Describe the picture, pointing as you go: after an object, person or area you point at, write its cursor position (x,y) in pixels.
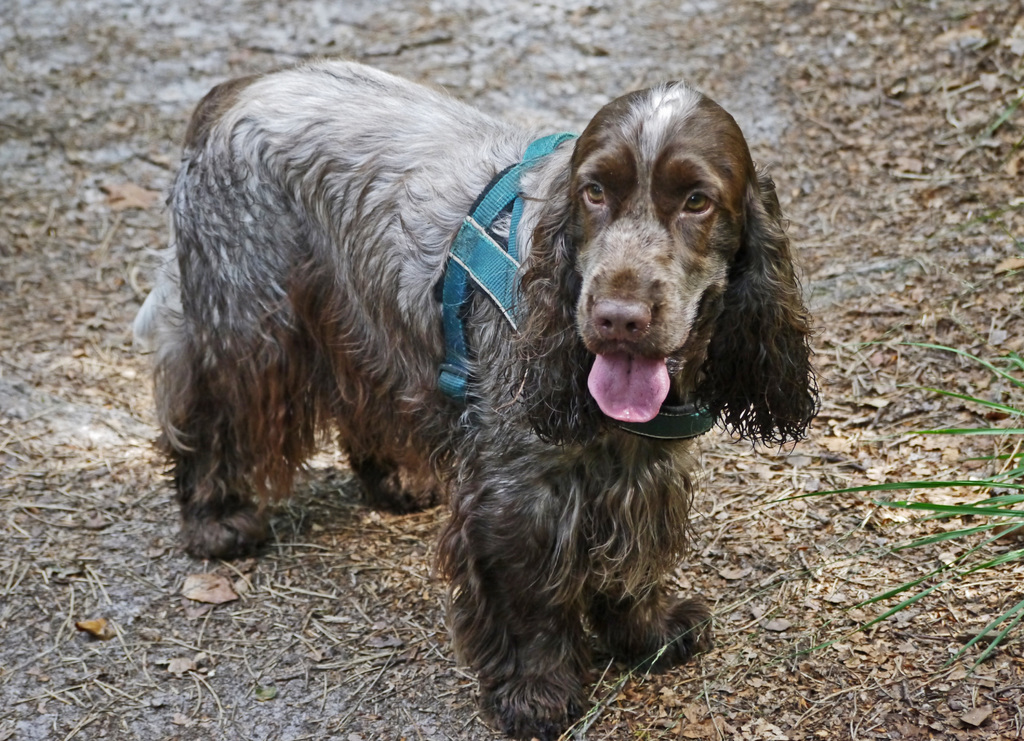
In this image I can see a dog (339,296) which is brown and white in color is standing on the ground (276,573). I can see a belt (475,275) to its body (525,274) which is blue in color. In the background (591,24) I can see the ground (589,42) and to the right side of the image (1009,499) I can see some grass (1001,510).
